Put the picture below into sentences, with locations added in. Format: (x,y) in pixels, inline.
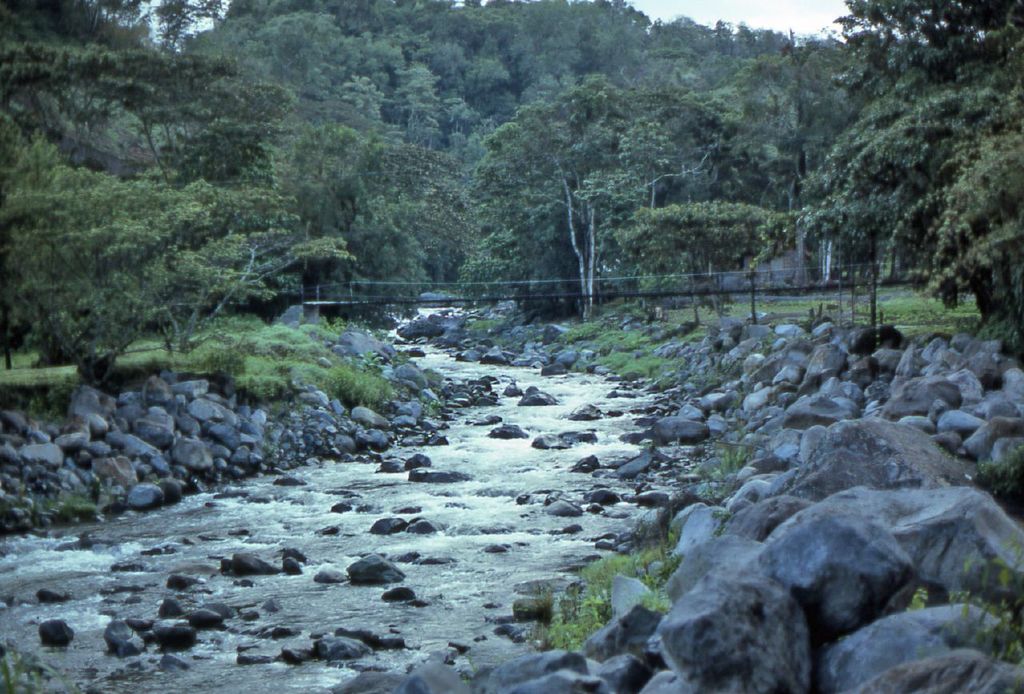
In this image I can see few rocks (674,579) on the ground (731,428) water (455,504) flowing in between the rocks (371,562), some grass (291,330) on the ground (274,355) and few trees (500,219). I can see a bridge (681,292) and in the background (715,8) I can see the sky (749,14).
